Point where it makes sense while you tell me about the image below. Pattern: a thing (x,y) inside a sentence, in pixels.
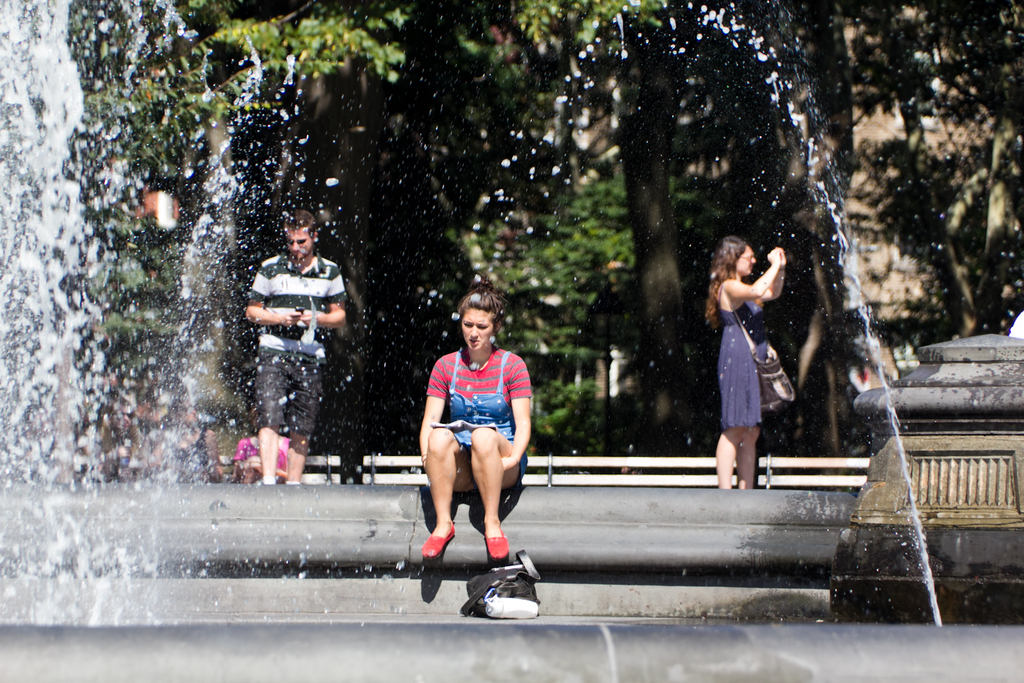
There is a fountain (53,382) on the left side (51,483). And a lady (454,411) is sitting on the steps (519,503). Near to her there is a bag (520,564). In the back (289,351) there is a person (286,354) standing. Also there is a lady (744,343) wearing bag (765,367) and standing. In the background (598,461) there is a fencing (574,465). Also there are trees (726,95) in the background (745,101).
